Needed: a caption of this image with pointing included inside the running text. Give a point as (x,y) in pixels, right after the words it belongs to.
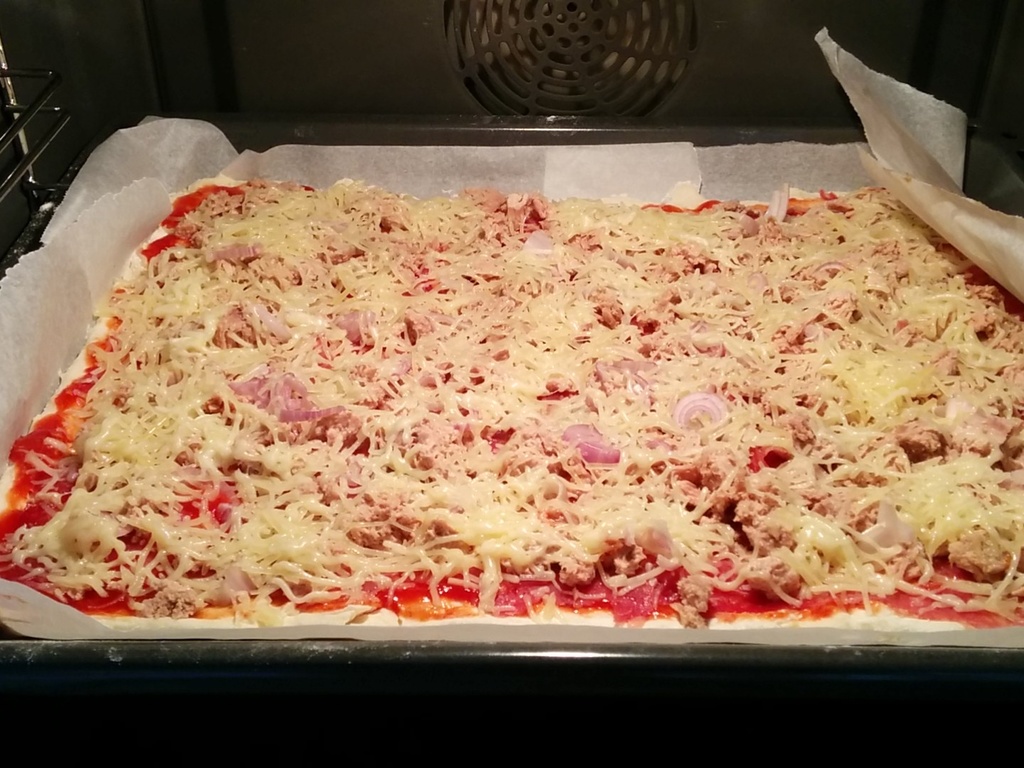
In this picture we can see a tray (378,680), there is some food (651,349) and a paper (654,192) present in this tray (366,664).
